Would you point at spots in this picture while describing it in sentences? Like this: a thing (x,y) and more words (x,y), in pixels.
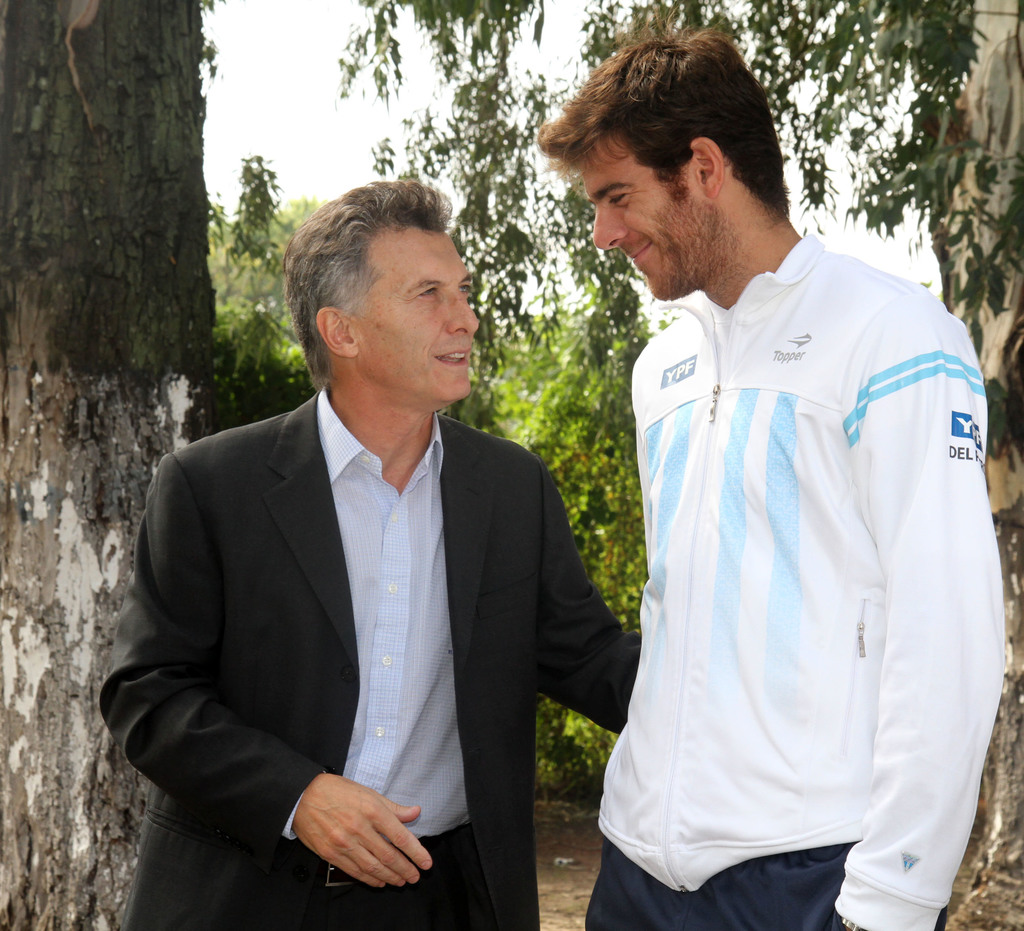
In this image I can see two people (993,529) standing in the center of the image (365,397) watching each other. I can see trees (925,67) behind them with a blurred background (977,111).
